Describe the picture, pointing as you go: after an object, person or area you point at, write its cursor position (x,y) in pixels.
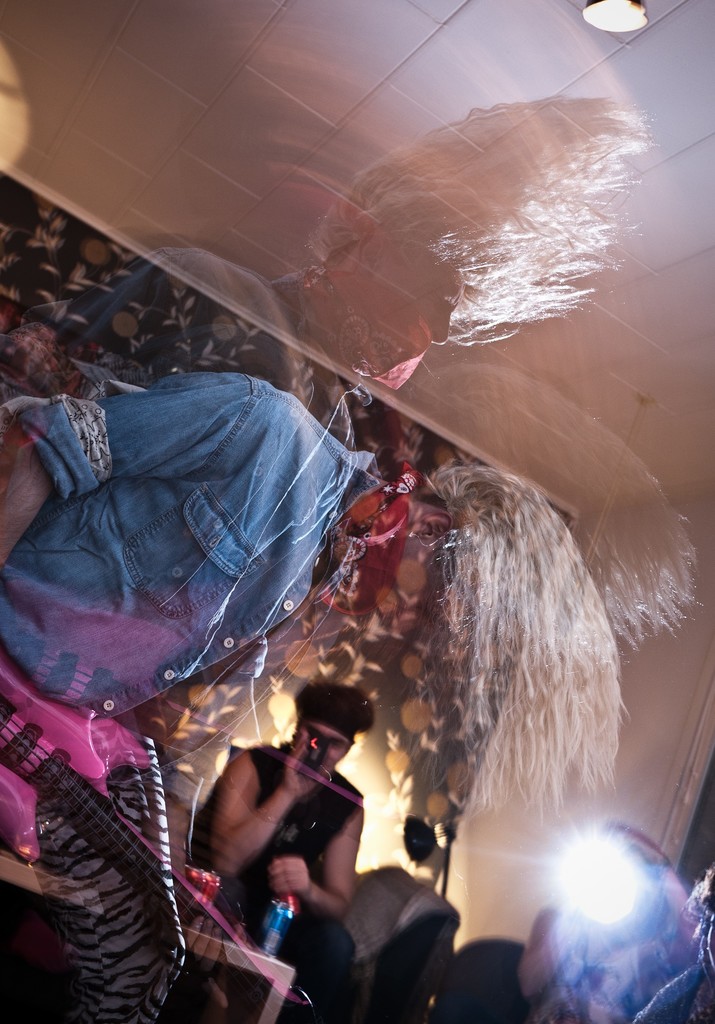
This image consists of person (112,673) wearing jeans jacket (134,669) is holding a guitar (175,892). In the background (224,841), there is man (214,815) filming At the top (549,326), there is a roof (509,434). To the right (667,787), there is a wall (624,760).
